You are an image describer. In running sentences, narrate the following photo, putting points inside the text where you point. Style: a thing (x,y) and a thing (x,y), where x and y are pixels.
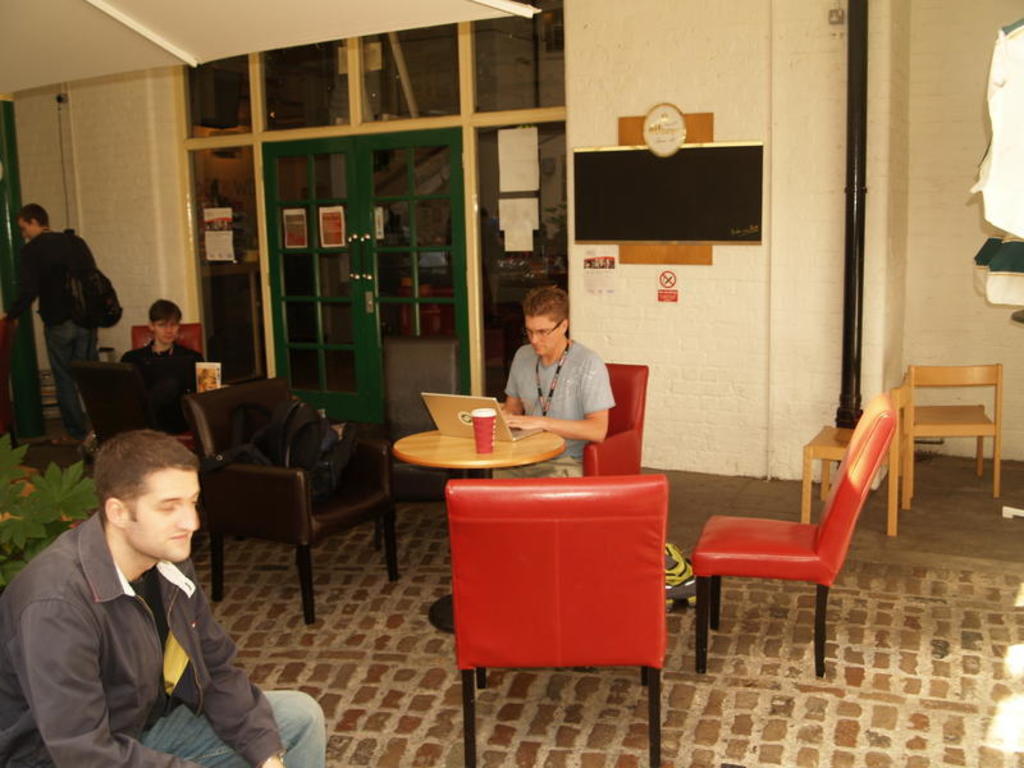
In this picture there is a table (512,450) at the center (549,438) and there are four chairs (226,511) around it. On one of the chair (619,400) there is a man (586,406) wearing a grey shirt (567,374), working on the laptop (479,399). In another chair (295,511) there is a black bag (291,428). The three chairs (635,404) are in red in color. Towards the left bottom (158,614) there is a man (90,561) and plant (3,468). Towards the left (50,332) there are two persons (186,379) wearing black. Towards the right (816,448) there are two chairs (826,461) and a pipe (851,277). In the background (354,253) there is a door (370,252) and some papers (527,204) stick to it.
